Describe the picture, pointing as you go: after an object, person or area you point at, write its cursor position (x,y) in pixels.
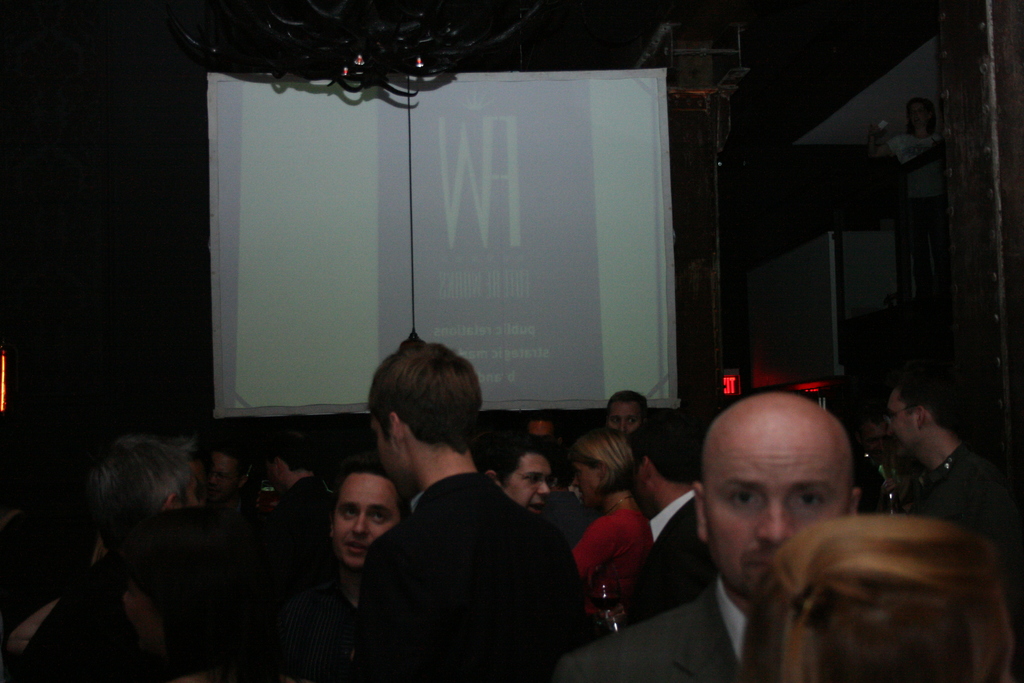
In the foreground of this image (369,578), there are people (373,558) at the bottom (669,566). In the middle (472,257), there is a screen (454,226) and at the top (373,71), there is an object (352,67).
